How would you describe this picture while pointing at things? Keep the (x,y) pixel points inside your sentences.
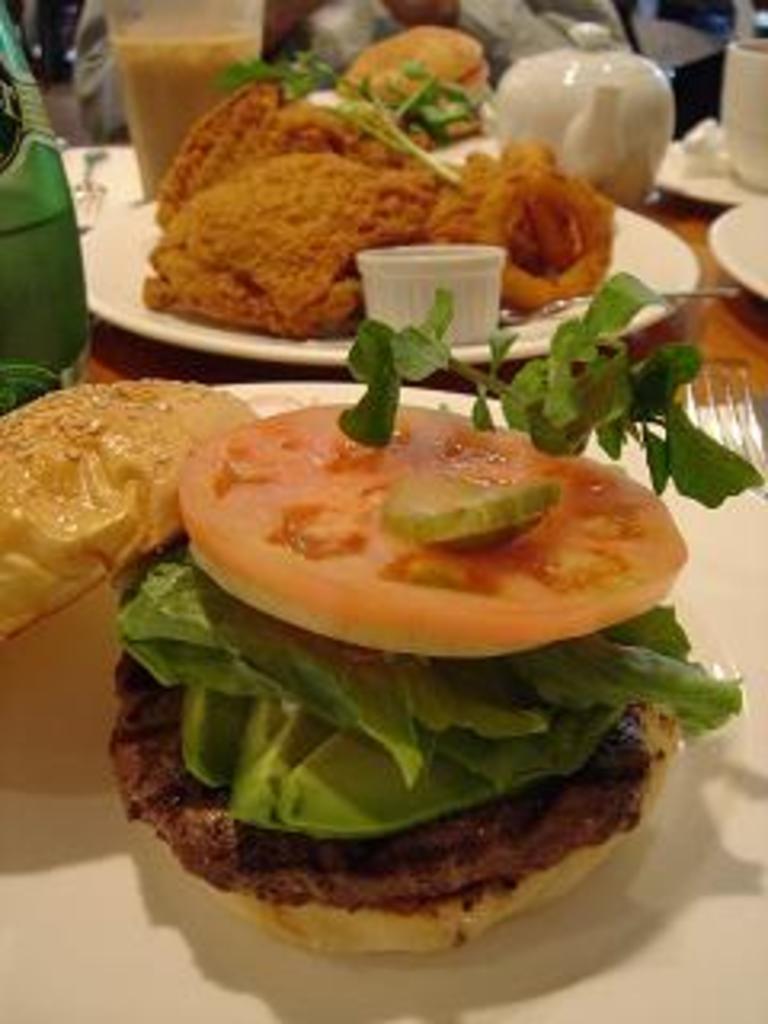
In the image we can see this is a wooden surface (707,331) and on it there are plates (724,546) white in color. On the plate (746,593) there is a food item (281,597), this is a pot (569,97), glass (173,73) and a bottle (34,278).
